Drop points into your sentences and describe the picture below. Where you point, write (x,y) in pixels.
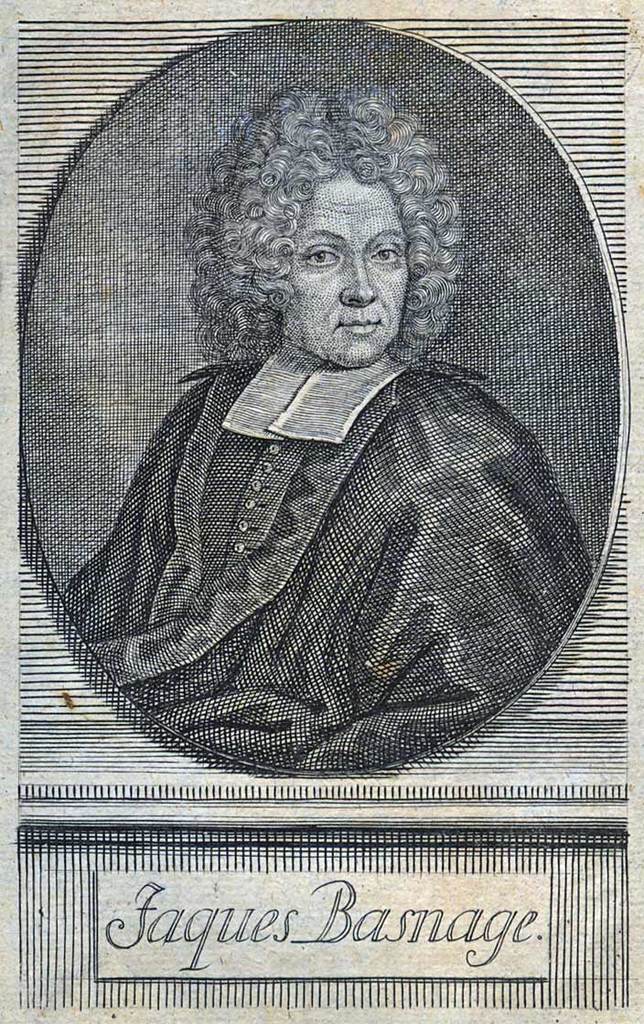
In this picture there is a poster (560,784). Here we can see a man (406,294) who is wearing black dress (349,555). On the bottom (173,924) we can see a person's name (312,947).
